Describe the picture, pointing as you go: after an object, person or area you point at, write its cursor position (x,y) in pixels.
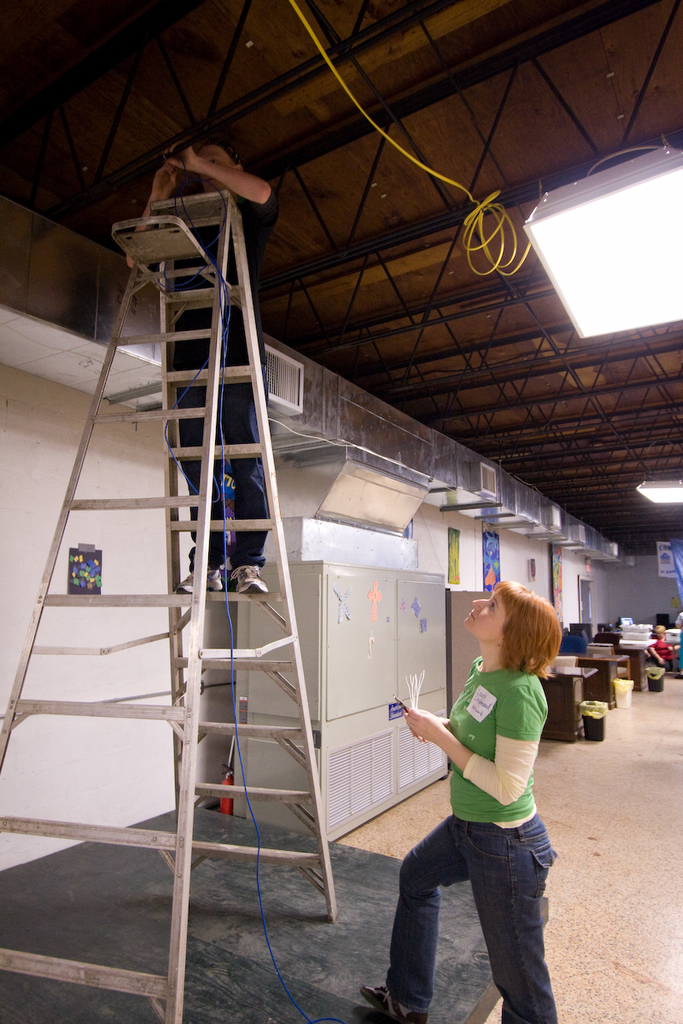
In this picture I can see a person (194,536) standing on the ladder (194,621), down one woman (467,806) is standing and watching, behind I can see few objects (382,663).
